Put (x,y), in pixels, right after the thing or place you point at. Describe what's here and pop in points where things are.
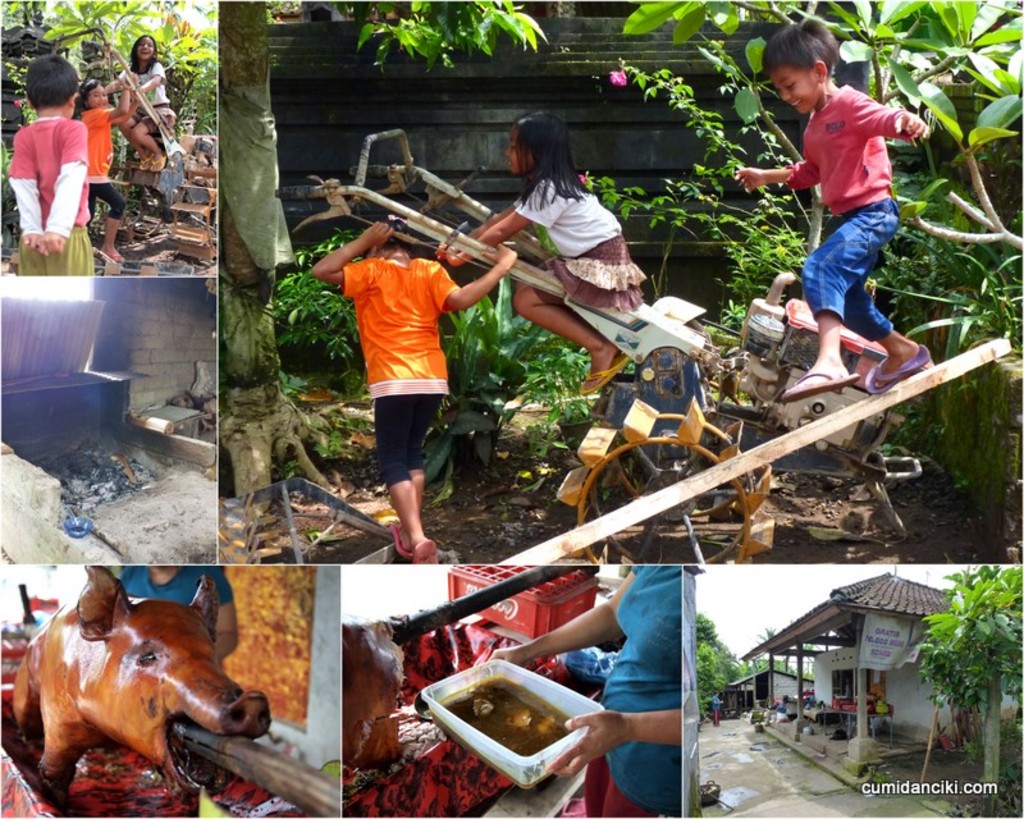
This image is a collage of a six different images. At the bottom of the image (830,739) there are three images and in one of the image there is a house (896,669) and there are many trees (705,675) and plants (979,739) on the ground (961,767) and in the second image there is a table (462,748) with a few things (439,736) on it and a person (626,693) is holding a box (536,755) with water (501,729) in it and there is a meat (380,663) on the stick (435,616). In the third image there is a pig (170,695) on the table (63,811) and there is a person (169,599) standing on the floor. At the top of the image (222,230) there are three images. In one of the image three kids (437,372) are playing on the vehicle (752,422) which is parked on the ground (608,499) and there are a few trees (301,441) and plants (920,112) on the ground (320,411). In one of the image there is a ground (125,517) with charcoal (84,470) on it and there is a wall (136,324).
